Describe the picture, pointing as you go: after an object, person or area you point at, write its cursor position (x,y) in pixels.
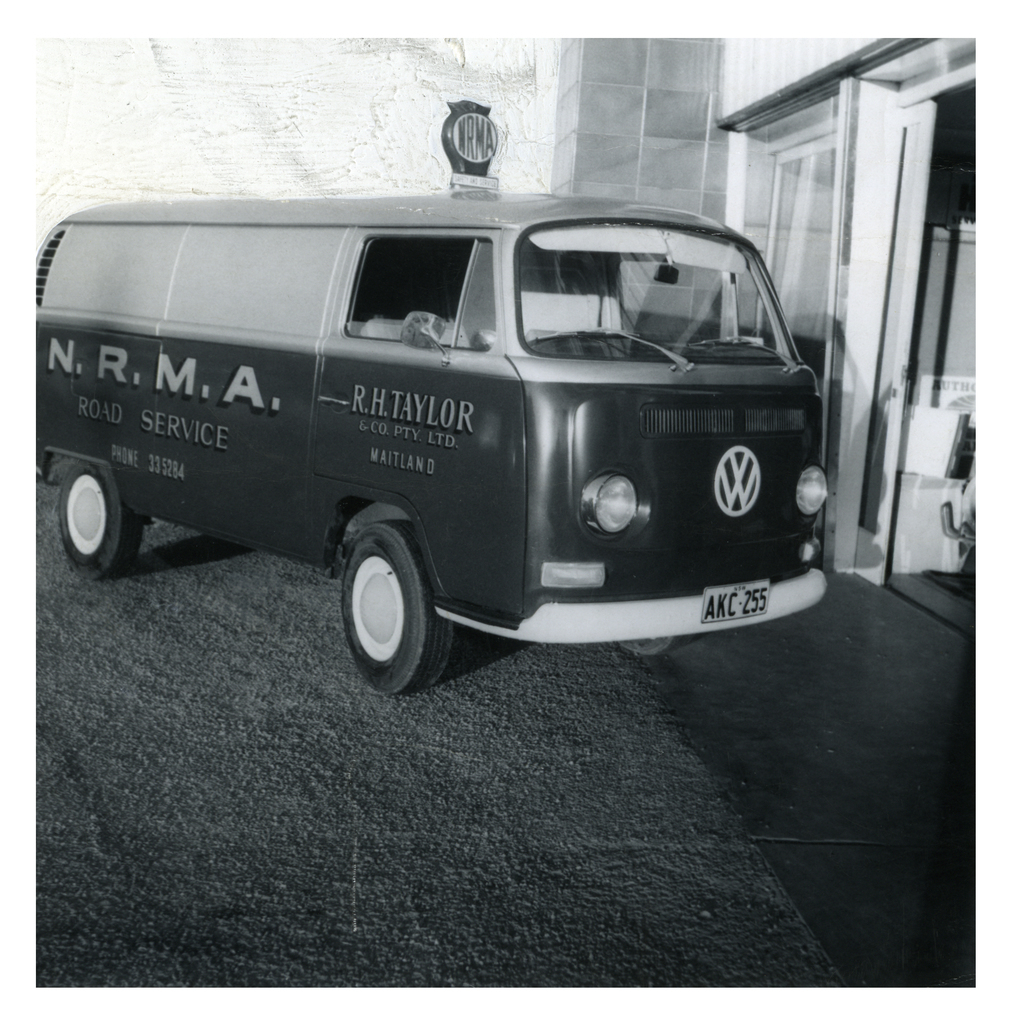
This is a black and white picture. In this picture we can see the wall (613,139) and a vehicle (453,191). On the right side of the picture (827,222) we can see a board (970,398) and glass door (956,343).
